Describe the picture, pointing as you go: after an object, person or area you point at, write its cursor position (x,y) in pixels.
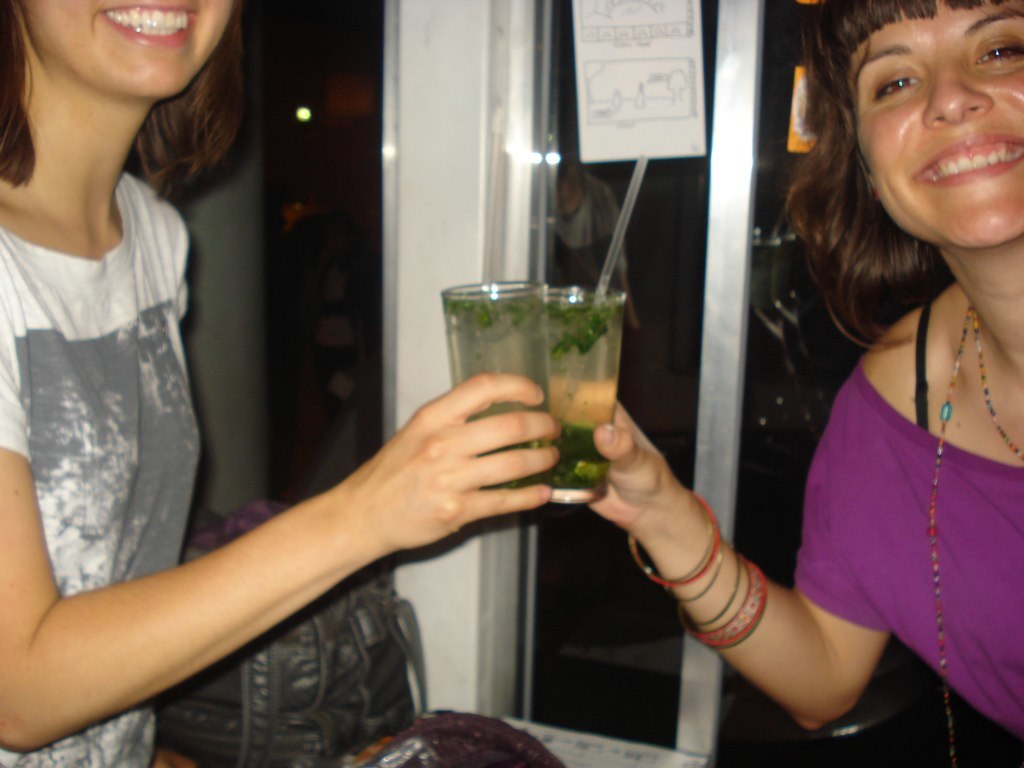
Here we can see two women (508,394) are holding glasses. In the background (559,520) we can see a bag (397,613), glass (713,24), and a poster (656,77).
